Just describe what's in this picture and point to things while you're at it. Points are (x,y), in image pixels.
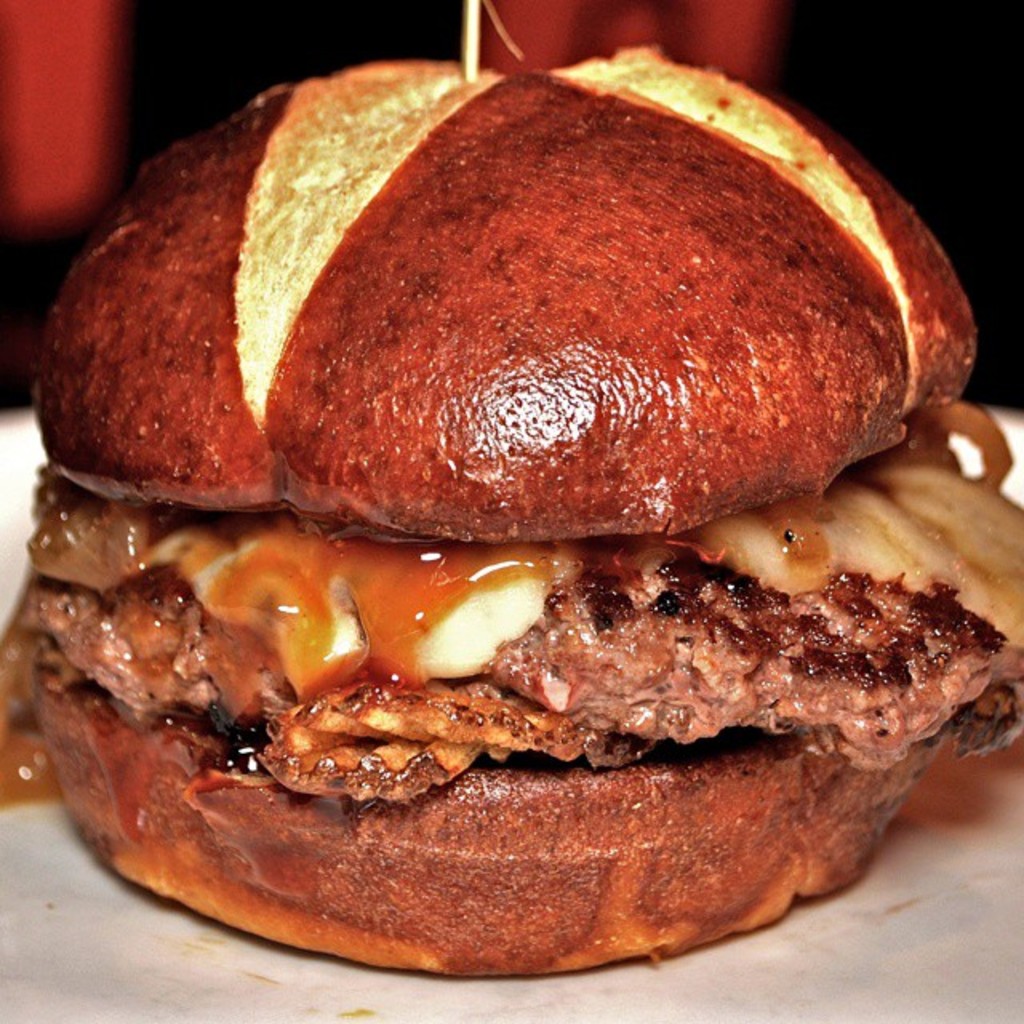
A picture of a burger (724,632). Background (696,55) it is blur. Burger (716,789) is kept on this white surface (958,949).
